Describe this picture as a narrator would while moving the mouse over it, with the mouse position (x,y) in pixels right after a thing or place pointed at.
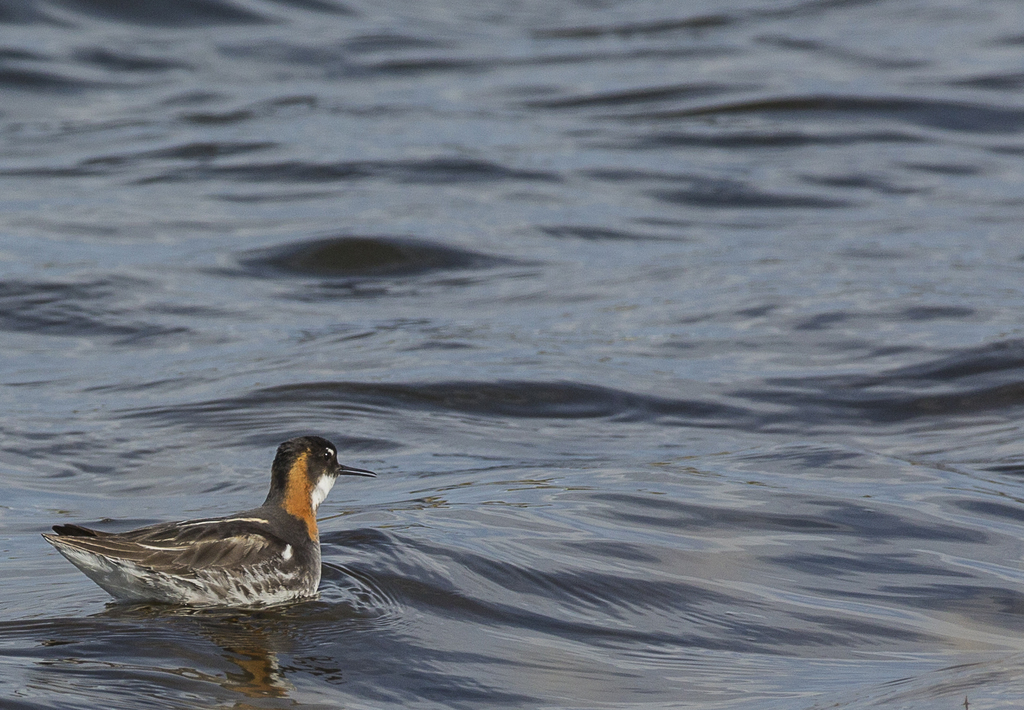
In this image I can see a bird (196,594) in the water (426,405).
